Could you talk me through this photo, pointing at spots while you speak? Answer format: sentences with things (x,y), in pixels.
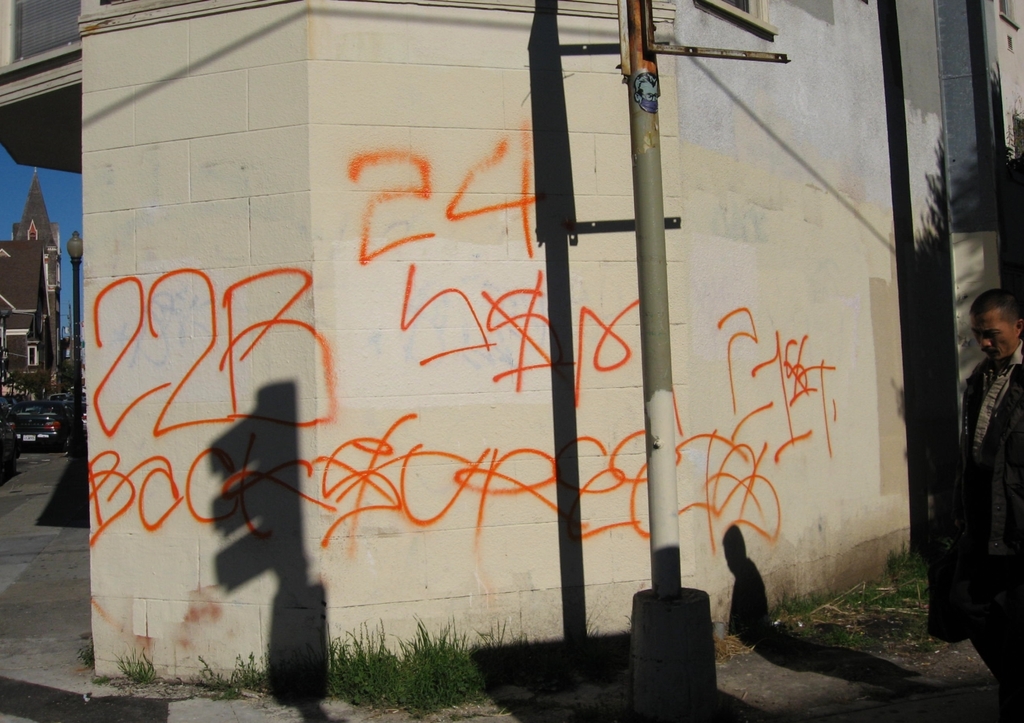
In the image we can see a wall (426,243), on the wall (428,329) there is a orange color text (496,456). This is a grass (418,664), light pole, footpath (55,556) and a building (47,312). We can even see there is a man (973,495) walking and wearing clothes (1006,378). There are even vehicles (40,411) and a blue sky (60,188).
